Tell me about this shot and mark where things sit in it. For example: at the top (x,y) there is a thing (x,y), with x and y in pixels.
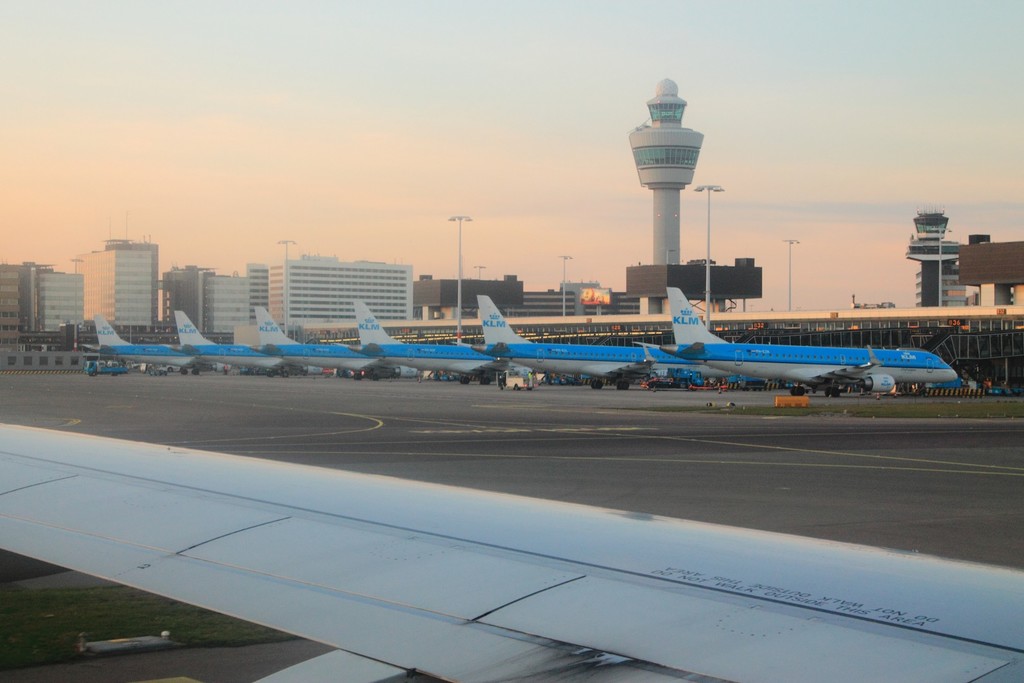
This is an airport (513,396) and here we can see aeroplanes (499,316). In the background (450,318), there are buildings (767,325), poles (711,221) and towers (921,253). At the bottom (775,460), there is road (668,412) and at the top (323,89), there is sky (323,89).
